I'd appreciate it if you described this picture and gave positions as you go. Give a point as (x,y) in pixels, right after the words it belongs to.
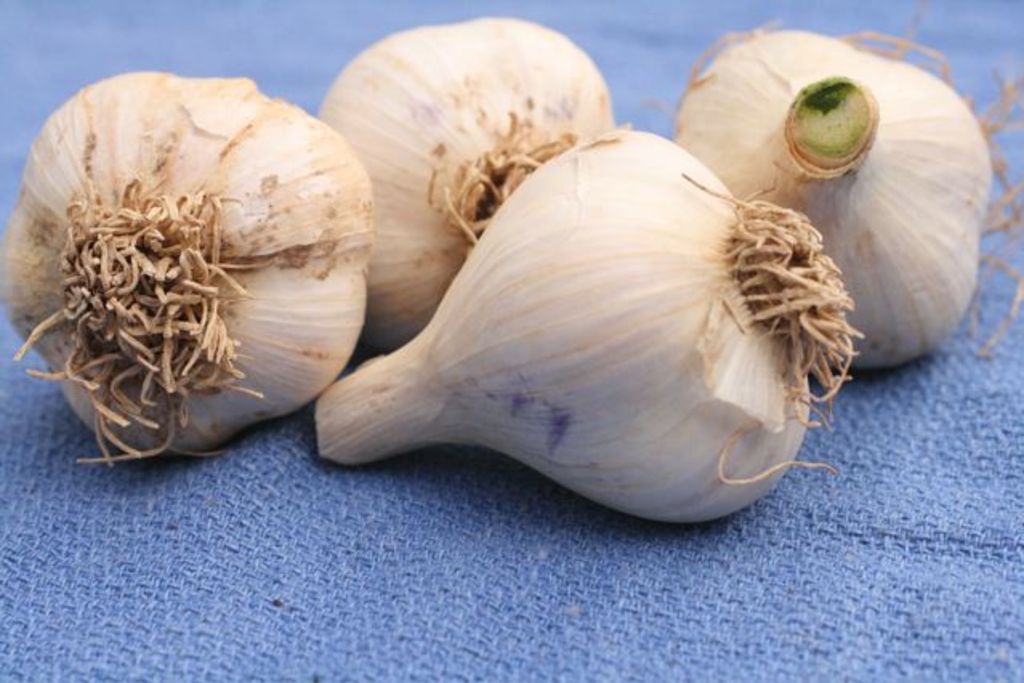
In the picture we can see four garlic's (813,339) on the blue color cloth (57,443).
